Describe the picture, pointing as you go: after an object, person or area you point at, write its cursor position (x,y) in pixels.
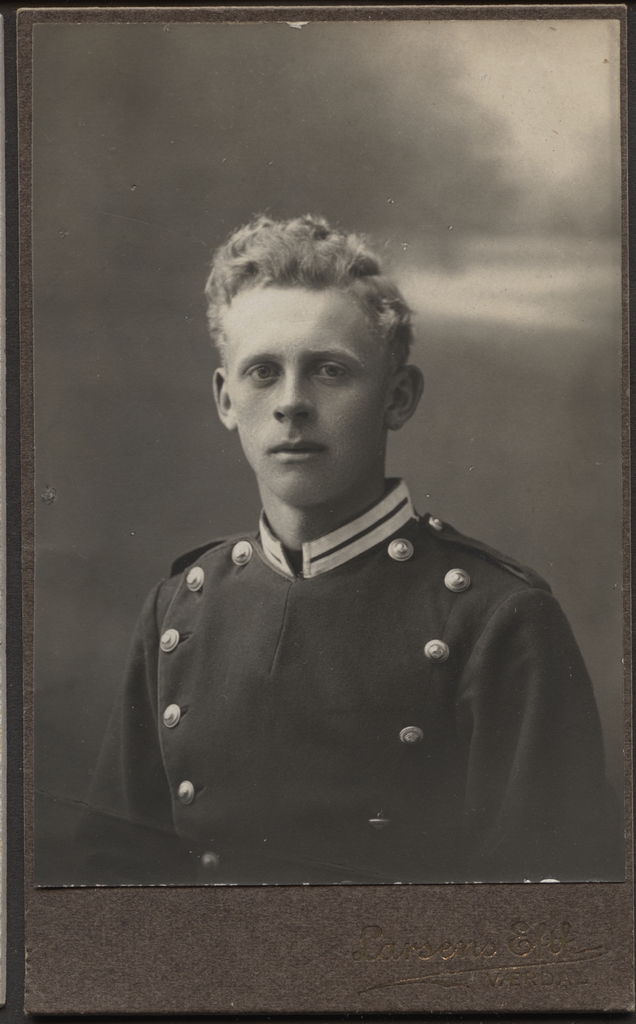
In this picture we can see a photo (372,496), in this photo (372,494) we can see a man (313,451) and sky (518,271).
